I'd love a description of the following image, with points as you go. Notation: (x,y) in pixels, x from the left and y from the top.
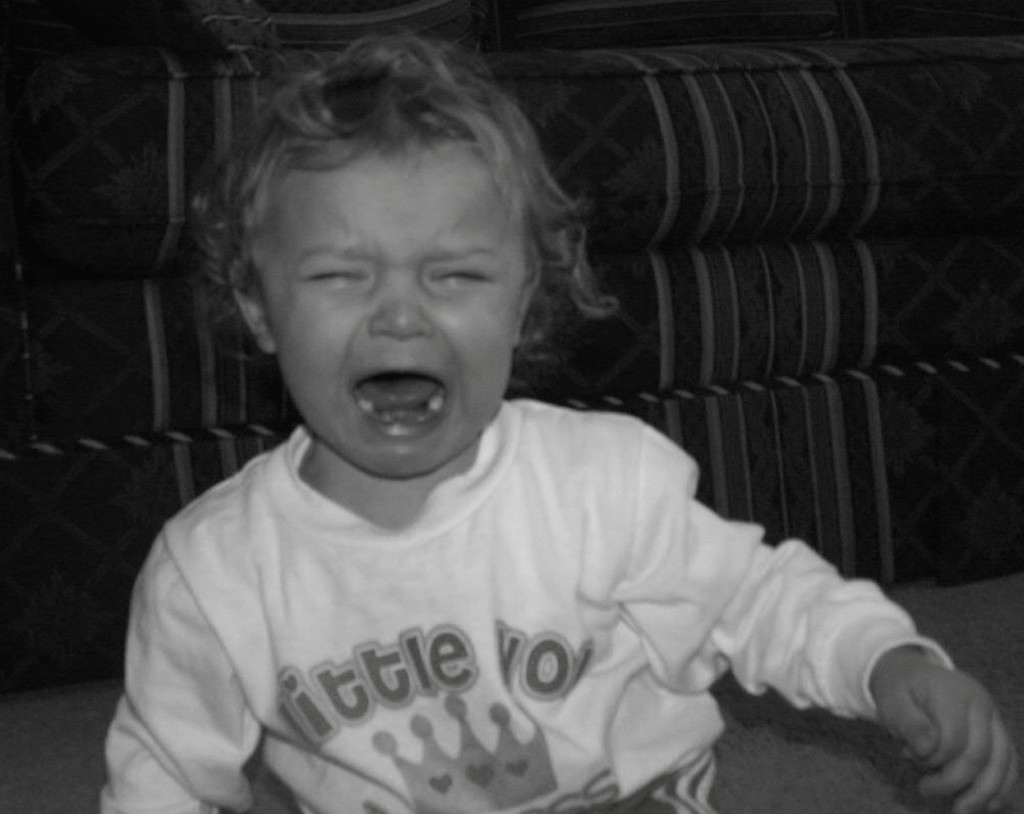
In this image we can see a boy (645,511) is crying and he wore a white color dress (557,676). Behind him a sofa (866,362) is there.
